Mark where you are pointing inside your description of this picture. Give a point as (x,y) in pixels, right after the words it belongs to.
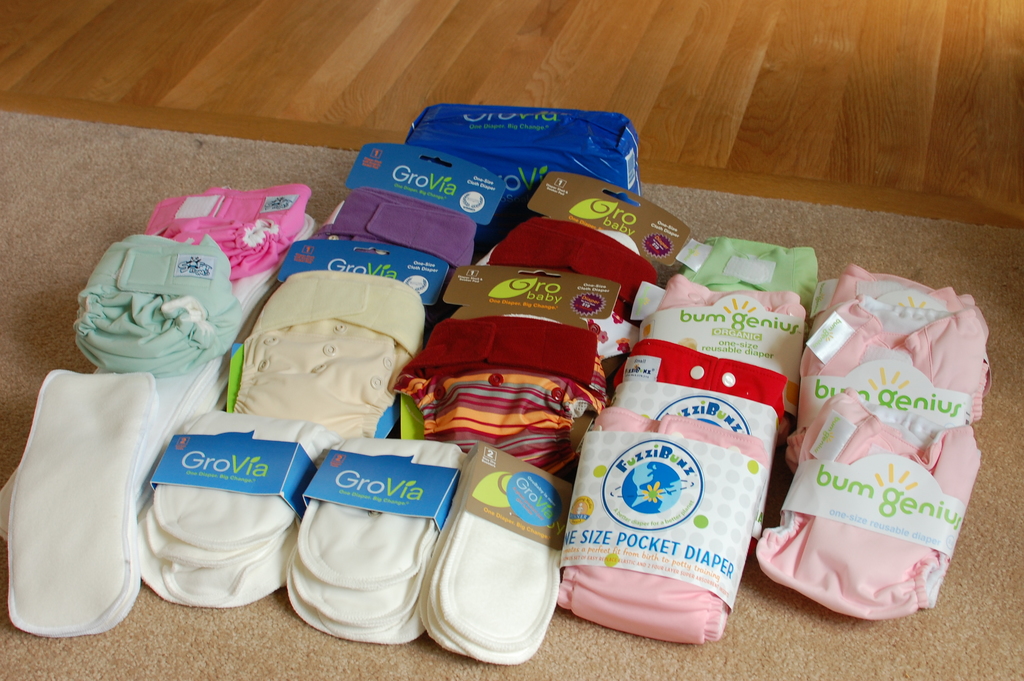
This picture consists of diapers (522,252) in the center of the image (443,330) on a rug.
